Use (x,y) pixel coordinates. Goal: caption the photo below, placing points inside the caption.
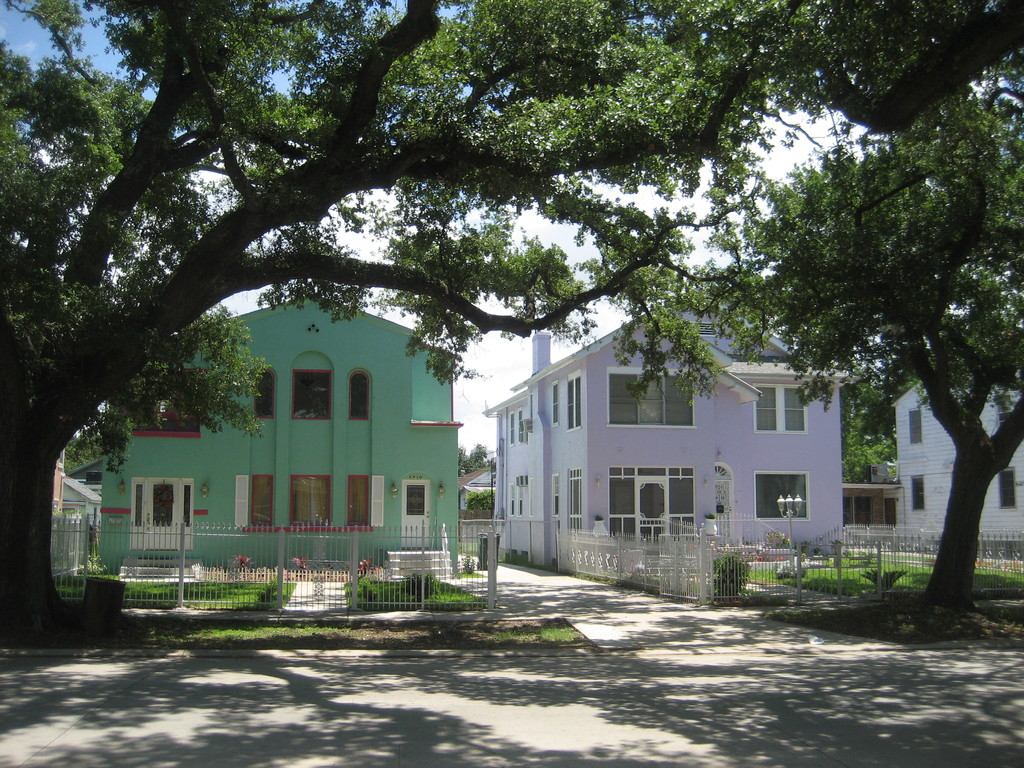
In the center of the image (547,502) there are buildings (776,409). At the bottom (72,538) we can see trees (67,336) and fence (675,590). In the background (407,316) there is sky (573,244).
